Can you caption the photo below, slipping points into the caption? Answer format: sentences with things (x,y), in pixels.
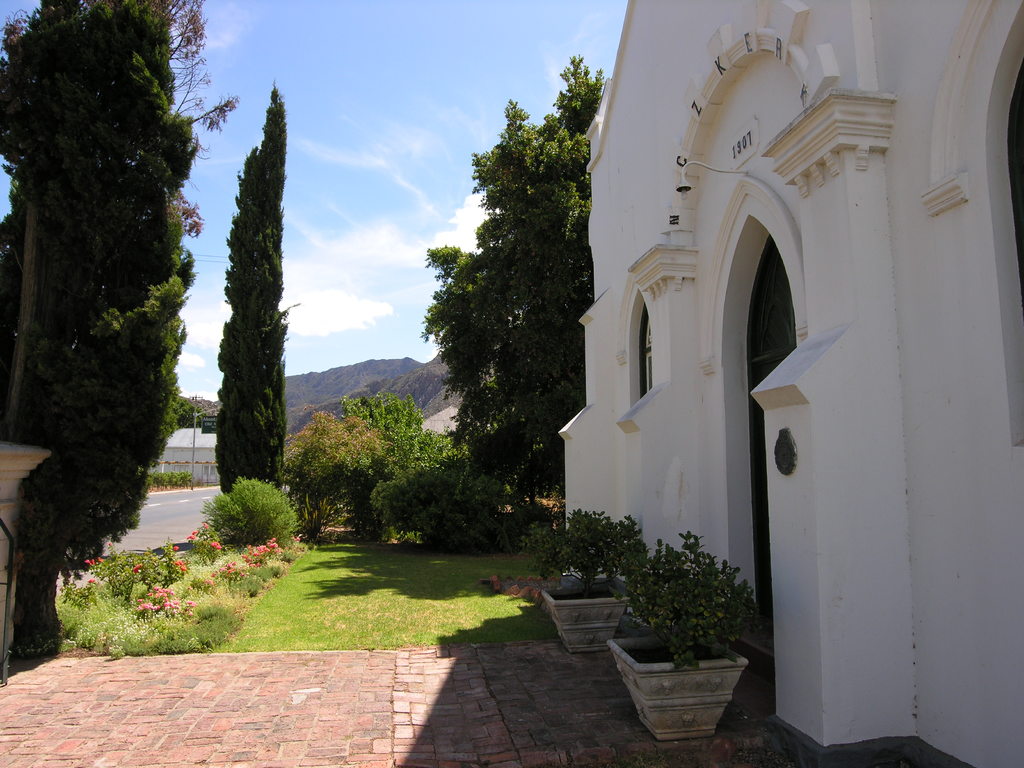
In this picture we can see a building (889,474) on the right side (883,457), there are some trees (157,419) here, at the bottom (367,563) there is grass (410,605), we can see some flowers (171,591) here, in the background (367,371) there is a hill (378,362), we can see the sky (388,165) at the top of the picture (404,110).
